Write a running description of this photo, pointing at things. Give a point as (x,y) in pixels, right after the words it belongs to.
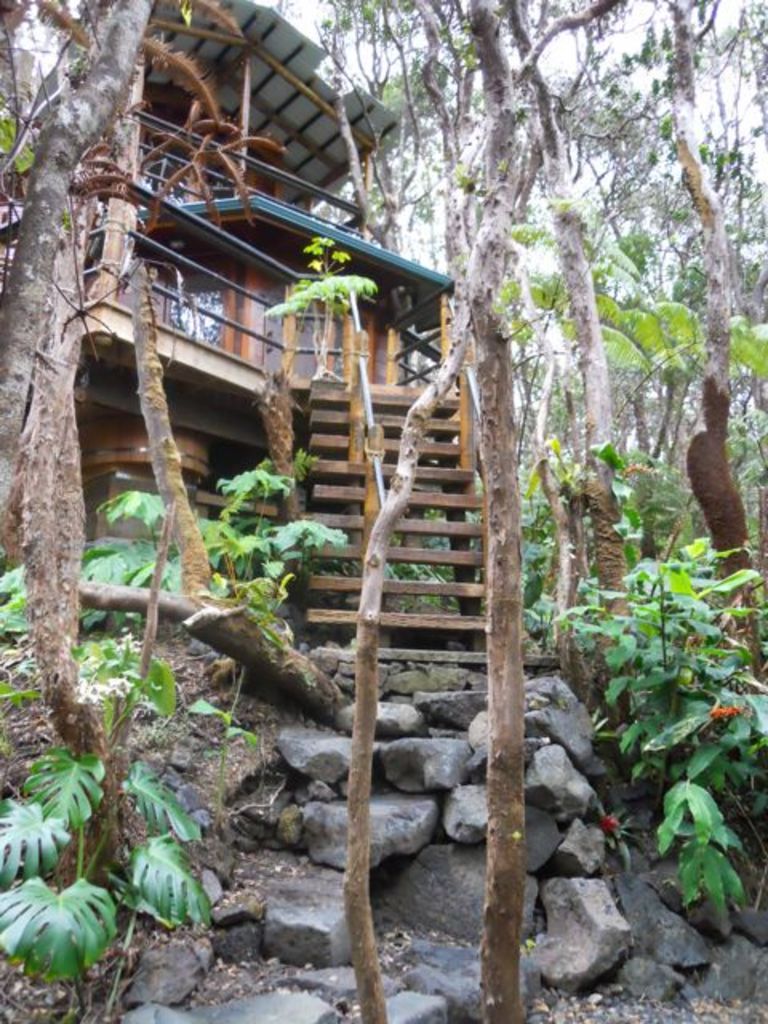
Here we can see plants (637,617), rocks (554,840), trees (480,456), and a house (328,114). In the background (704,81) there is sky (704,81).
